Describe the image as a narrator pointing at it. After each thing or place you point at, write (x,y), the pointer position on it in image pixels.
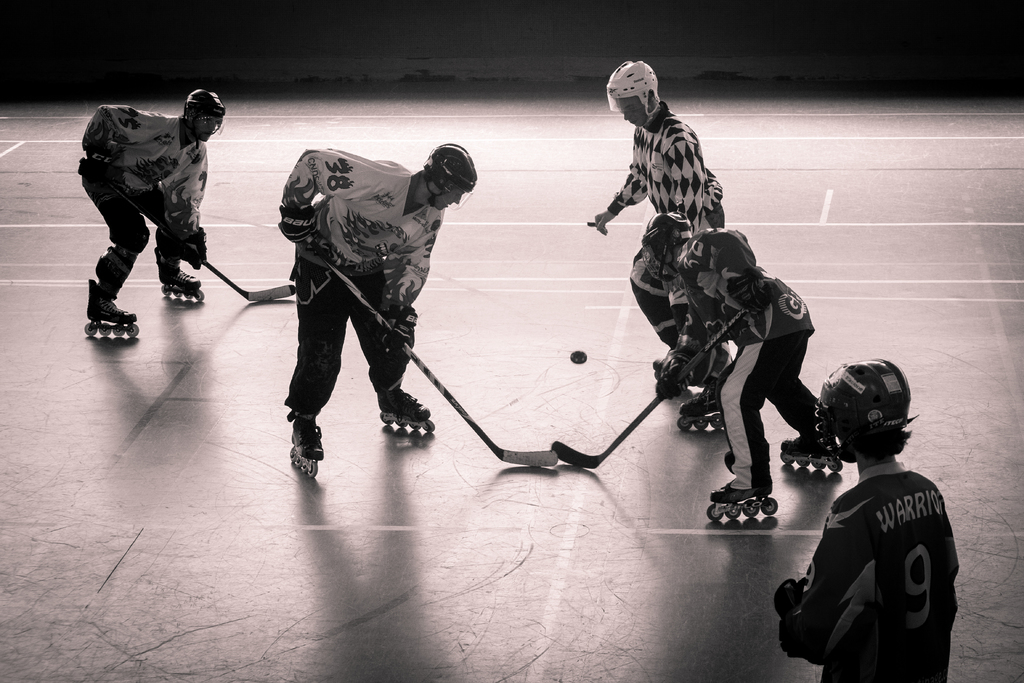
In the foreground of this black and white image, there are men (831,512) playing roller hockey holding sticks (469,423) and wearing skates (311,458) on the floor (450,506).
